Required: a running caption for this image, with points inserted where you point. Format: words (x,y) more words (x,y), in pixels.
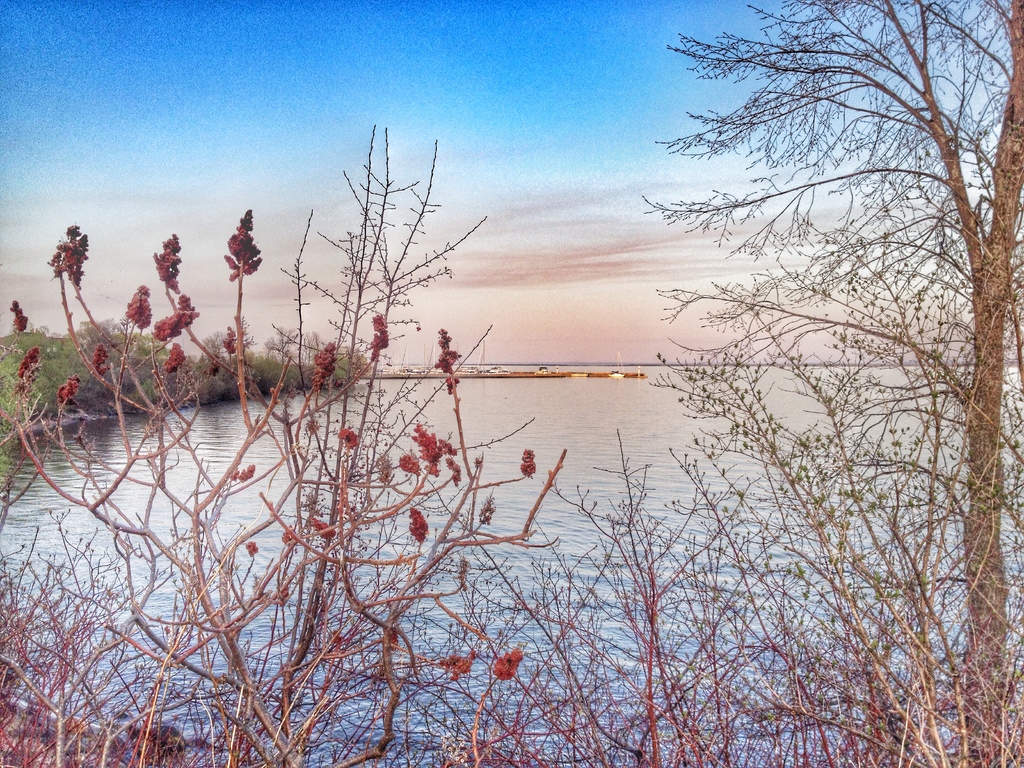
In the center of the image (655,391) there is a river (311,447) and we can see trees (881,441). In the background (571,114) there is sky (518,125).
